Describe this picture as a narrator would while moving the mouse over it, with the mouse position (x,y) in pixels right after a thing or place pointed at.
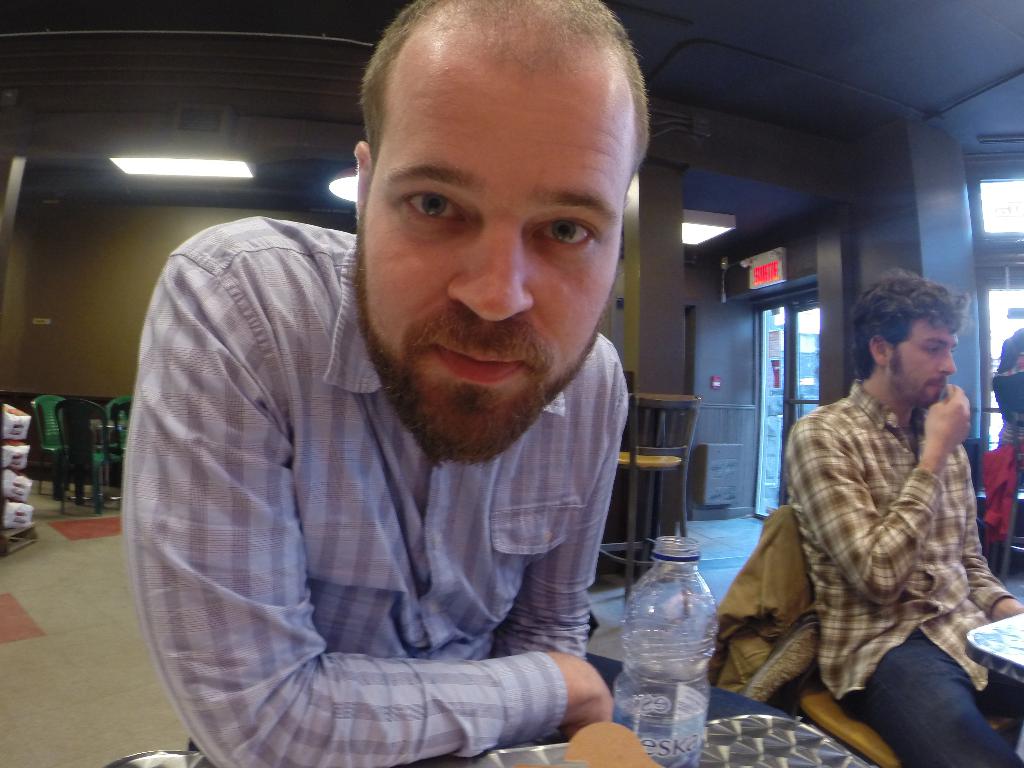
This is the cafeteria (657,86) in which there are some people (163,433) and a guy (428,45) posing for the picture has bald head (547,29) and brown mustache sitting on the chair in front of the table (734,723) which has a bottle (658,692) on it and behind him there are some chairs (636,409). And also lights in the cafeteria (300,155) and also the other guy (872,707) sitting beside him.
